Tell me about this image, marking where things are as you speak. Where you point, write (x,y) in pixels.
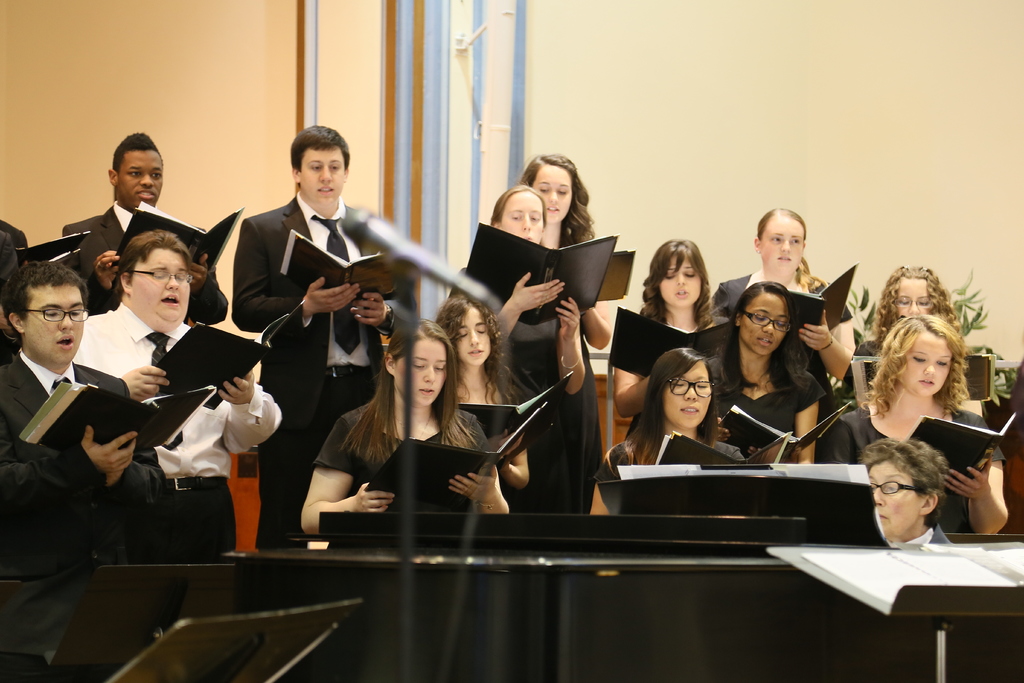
At the bottom of the image (448,588) there is a piano (490,542) and a mike stand (405,363). In the background (474,322) few people (454,343) are standing, holding books (254,351) in their hands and looking into the books (476,460). It seems like they are singing. In the background (465,140), I can see few poles (440,89) and a wall (729,80).
